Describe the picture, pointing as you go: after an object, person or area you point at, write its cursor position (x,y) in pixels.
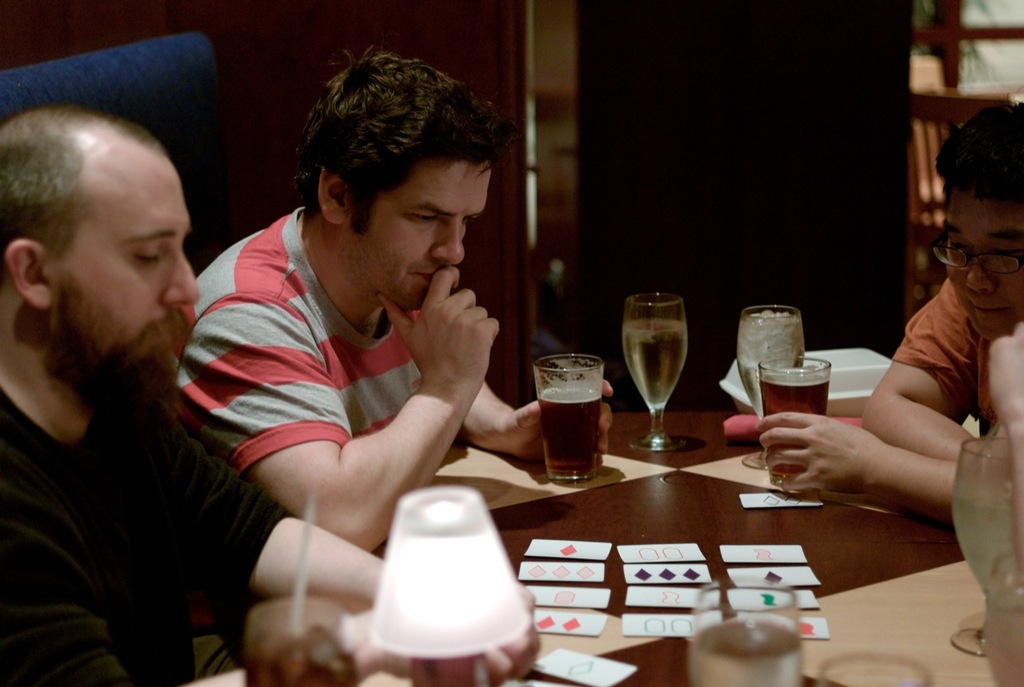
As we can see in the image there are three people (89,490) sitting on chairs (126,105) and there is a table (531,682). On table (715,414) there are cards (635,561) and glasses (751,380).
